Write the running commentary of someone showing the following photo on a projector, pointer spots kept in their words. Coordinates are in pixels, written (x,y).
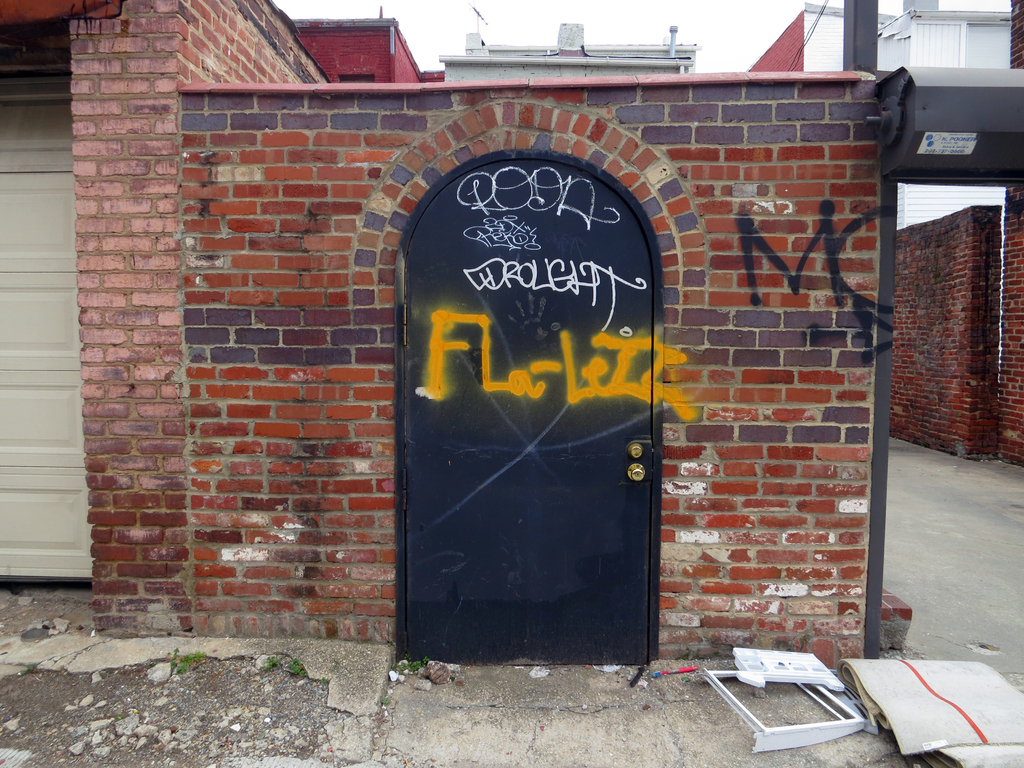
In the center of the image (530,402) there is a door (492,609). There is a wall (254,326). In front of the image there are some objects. On the left side of the image (14,388) there is a white door (54,354). On the right side of the image (922,540) there is a road (949,492). There are walls (934,327). In the background of the image (576,51) there are buildings (658,49) and sky (730,17).
